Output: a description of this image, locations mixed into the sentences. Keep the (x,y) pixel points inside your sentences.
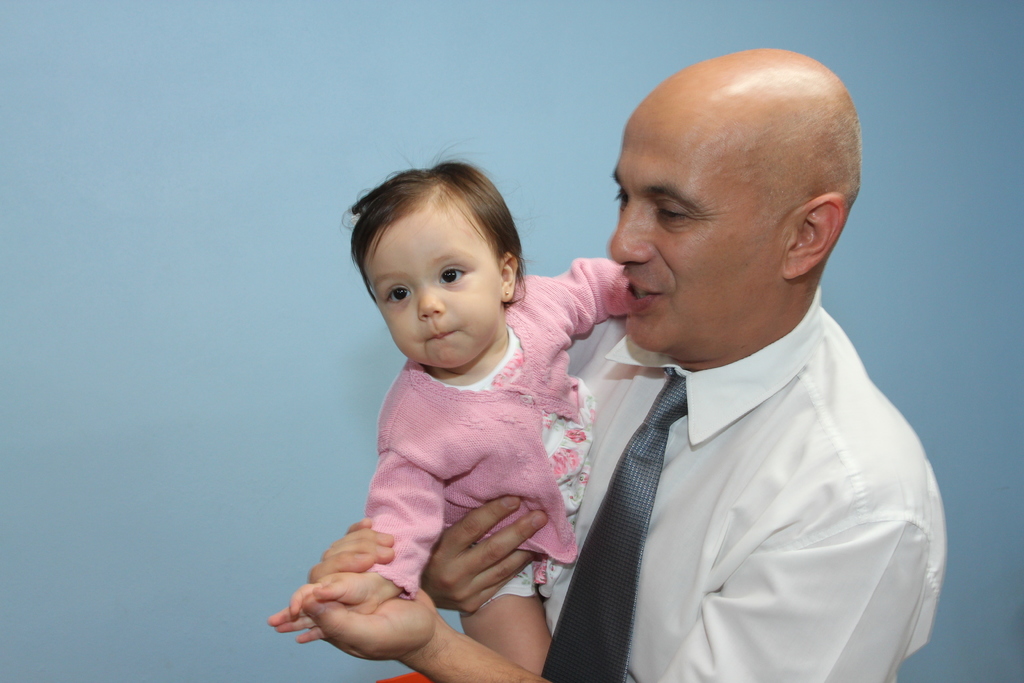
In this image in the front (617,421) there is a person (706,462) holding a baby (499,454) in his arms (468,521) and smiling.
